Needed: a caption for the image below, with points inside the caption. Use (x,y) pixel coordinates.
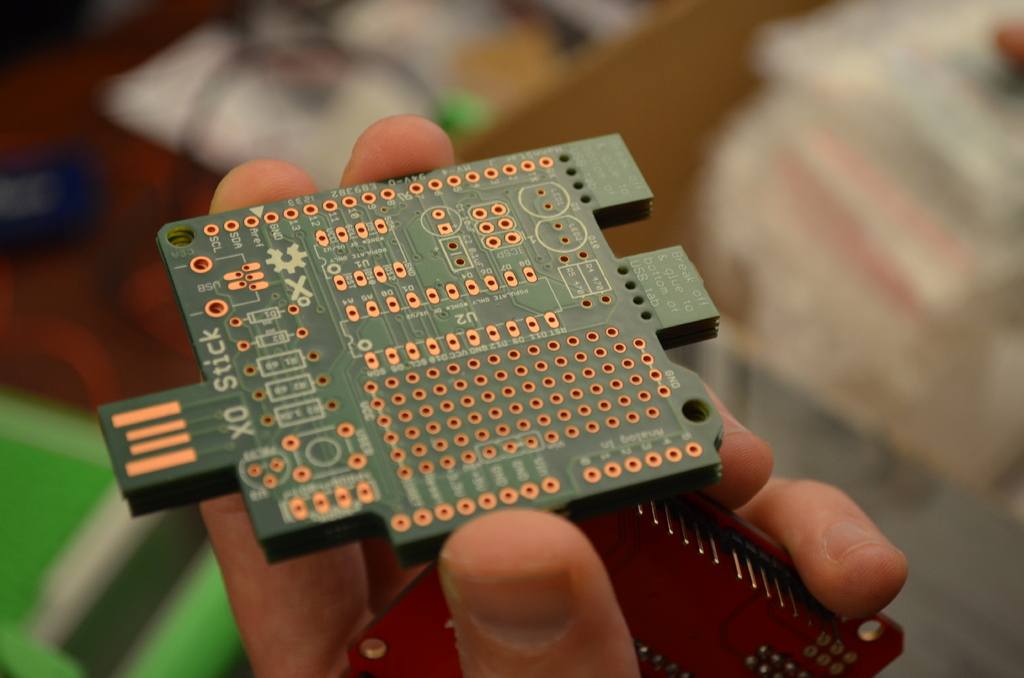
In this image, we can see a person hand (248,565) holding circuit boards (460,481). In the background (750,175), image is blurred.
